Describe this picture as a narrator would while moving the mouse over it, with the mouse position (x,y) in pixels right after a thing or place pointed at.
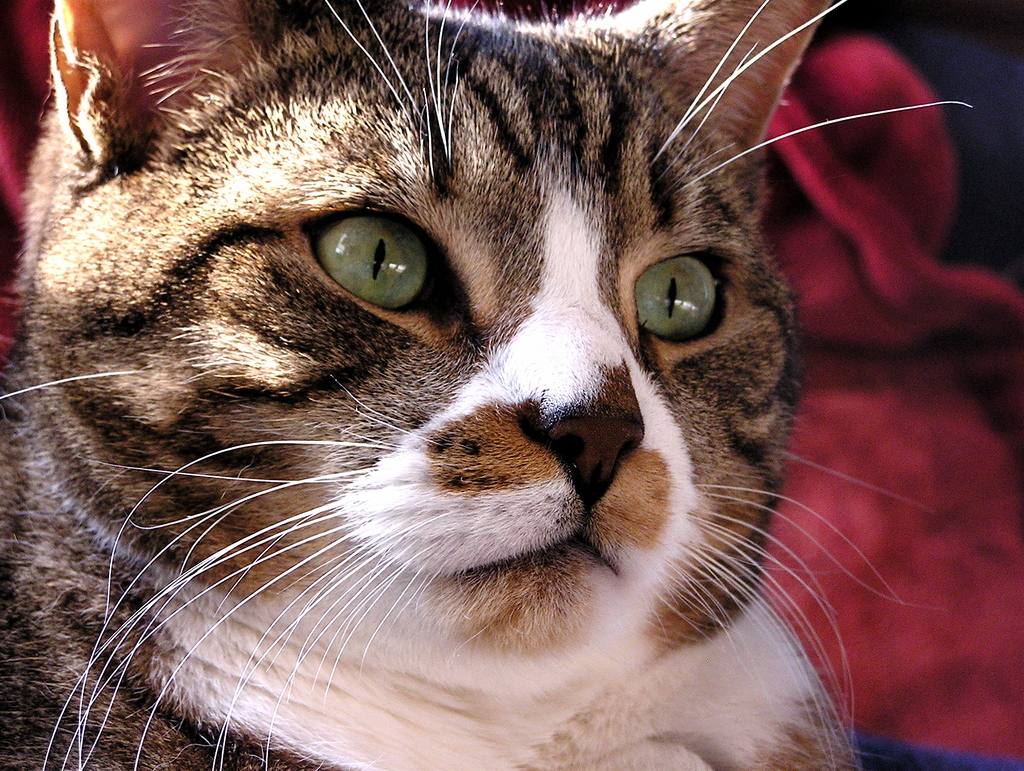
In this picture there is a cat (701,476) who is sitting on the couch (857,742). beside the cat (496,88) there is a red color cloth (906,407).
